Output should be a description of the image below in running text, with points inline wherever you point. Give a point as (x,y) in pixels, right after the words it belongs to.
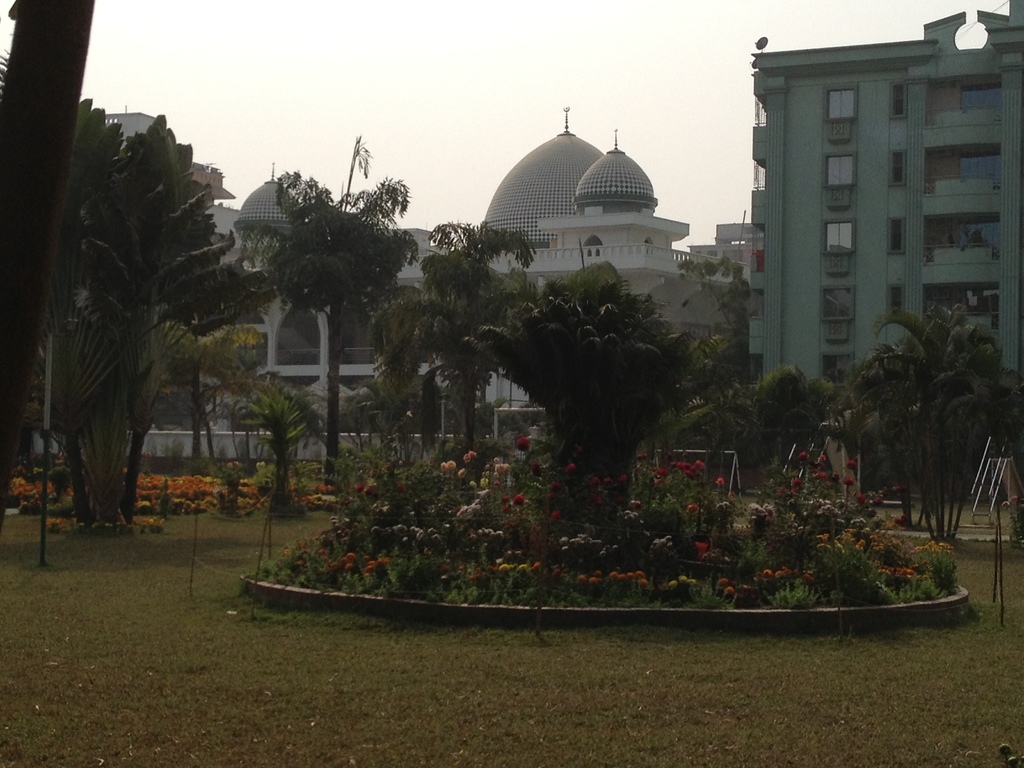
In this image we can see some buildings (638,283) with windows (830,303) and pillars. We can also see a group of trees (440,410), grass (32,620), poles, some plants (586,567) with flowers (598,572) and the sky (531,121) which looks cloudy.
